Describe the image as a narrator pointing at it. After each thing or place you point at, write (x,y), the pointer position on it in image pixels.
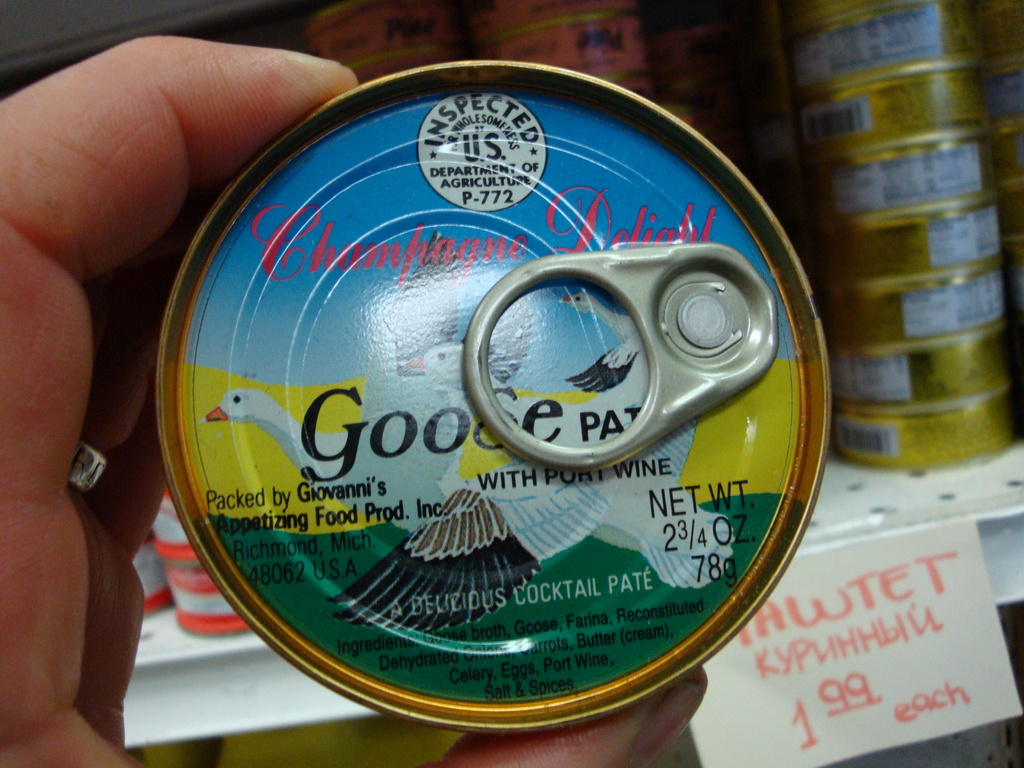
In this image we can see the hand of a person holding a tin (608,475). We can also see some text (482,486) on it. On the backside (892,321) we can see some containers (940,375) in a shelf (1018,592) and a paper (879,619) with some text (823,639) pasted on it.
